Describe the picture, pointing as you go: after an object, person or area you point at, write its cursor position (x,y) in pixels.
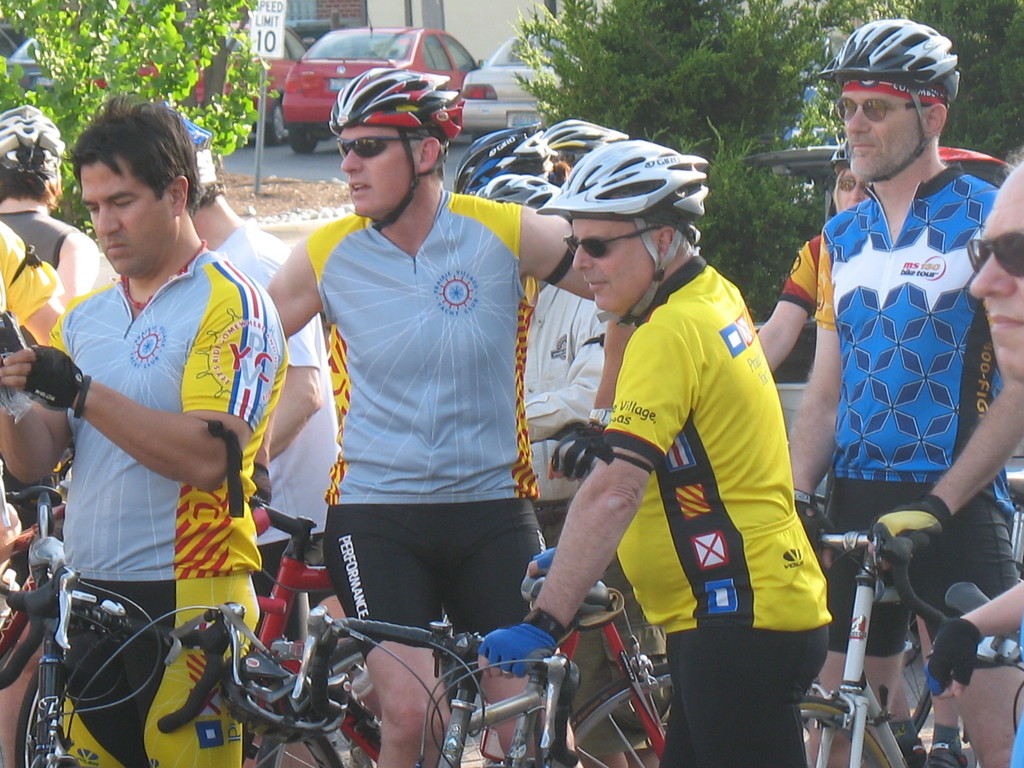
There are group of people (536,344) standing on bicycles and there are trees (589,61) and cars (388,47) behind them.
